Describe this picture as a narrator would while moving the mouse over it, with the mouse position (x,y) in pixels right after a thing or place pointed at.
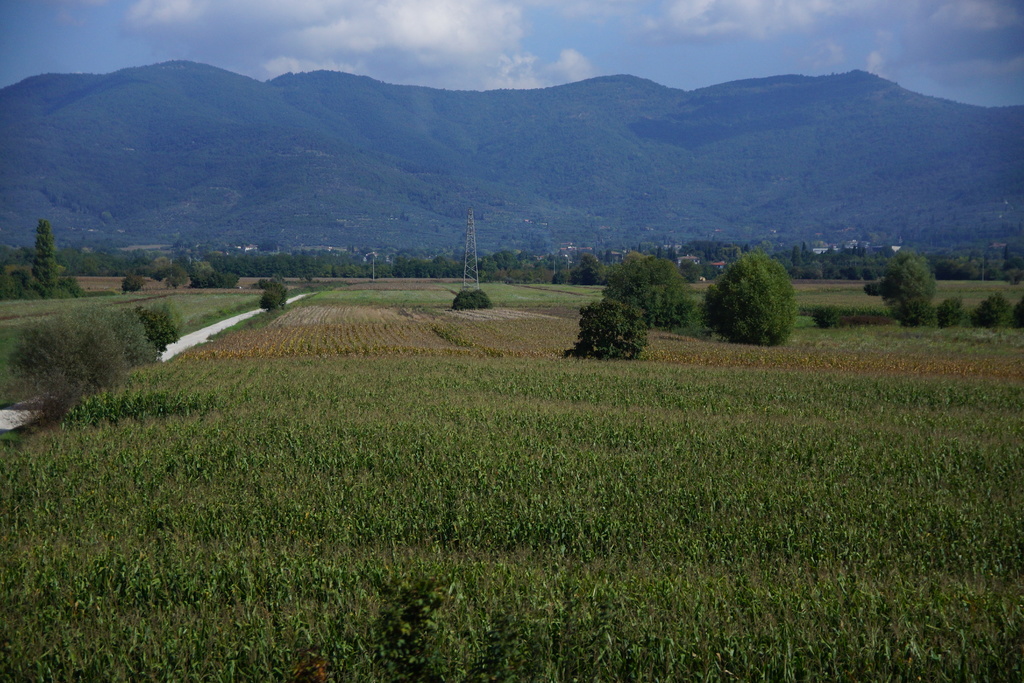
In this image we can see sky (589,26) with clouds (519,26), hills (578,141), buildings (826,252), electric tower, agricultural farms (532,392) and bushes (627,349).
